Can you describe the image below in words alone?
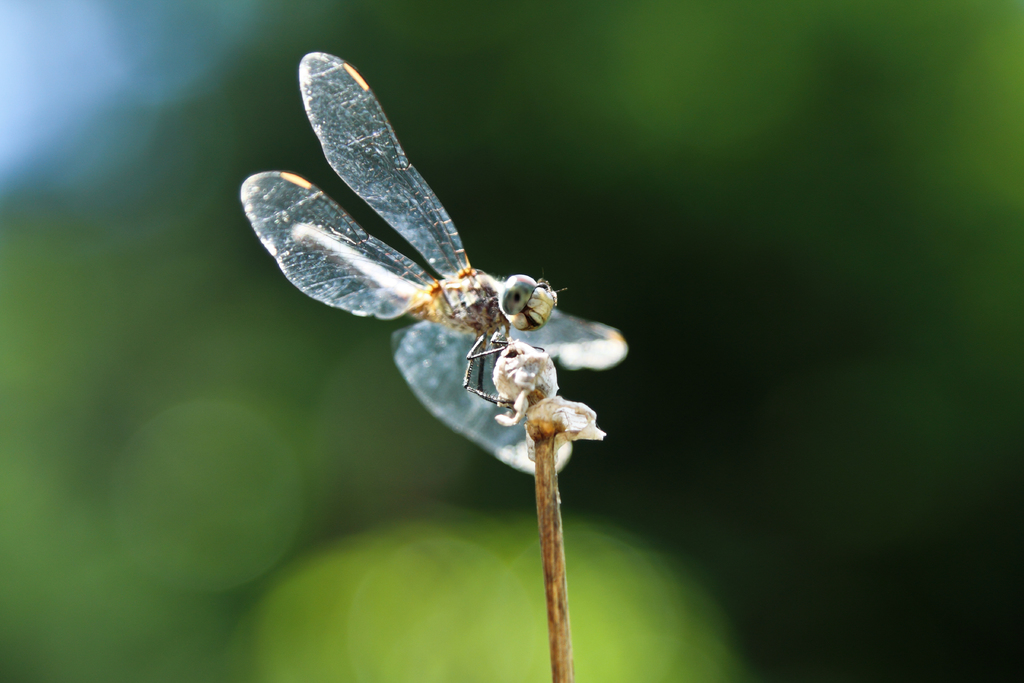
In the picture there is a dragonfly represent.
